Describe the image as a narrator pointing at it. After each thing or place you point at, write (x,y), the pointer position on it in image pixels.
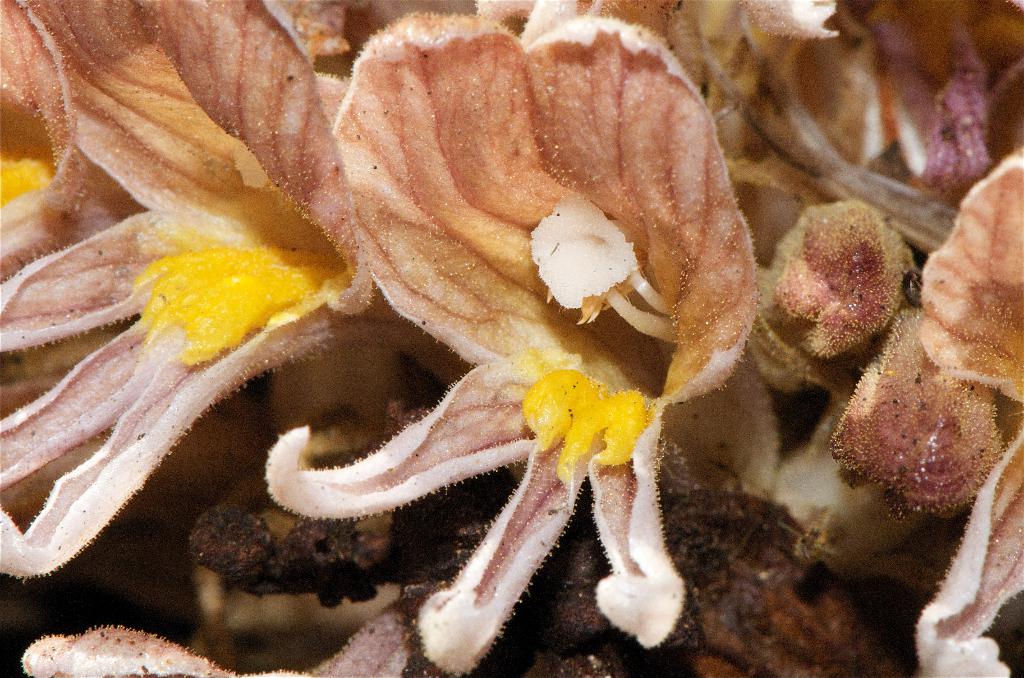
In this picture we can see some flowers (457,163), we can see petals (117,237) and pollen grains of this flower (493,255).
